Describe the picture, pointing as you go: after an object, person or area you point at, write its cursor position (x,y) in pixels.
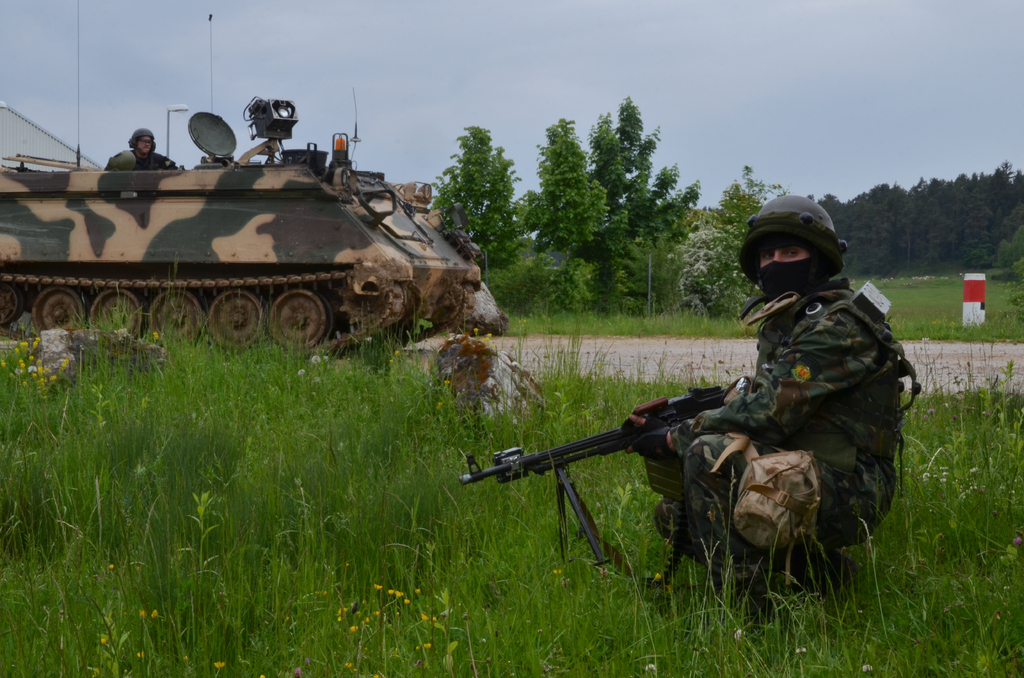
In this picture there is a person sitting on the vehicle (126,216). On the left side of the image (253,189) there is a vehicle (219,230) and there is a building (21,121) and there are poles (166,109). On the right side of the image (798,280) there is a person (819,274) sitting on the grass (885,526). At the back (855,258) there are trees (923,234). At the top (535,53) there is sky (492,57). At the bottom (336,599) there is grass (499,618).
